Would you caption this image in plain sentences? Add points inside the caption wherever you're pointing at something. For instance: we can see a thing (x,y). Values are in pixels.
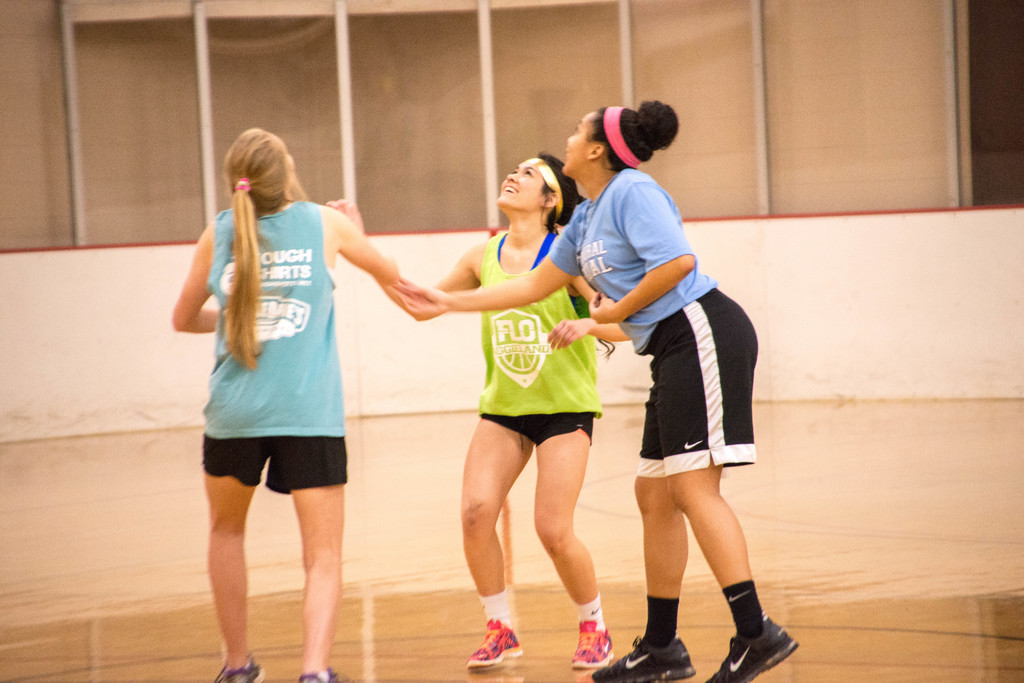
In this image, I can see three women (504,347) standing on the floor (538,650). In the background (168,259), there is a wall (112,294) and the glass windows (709,55).
